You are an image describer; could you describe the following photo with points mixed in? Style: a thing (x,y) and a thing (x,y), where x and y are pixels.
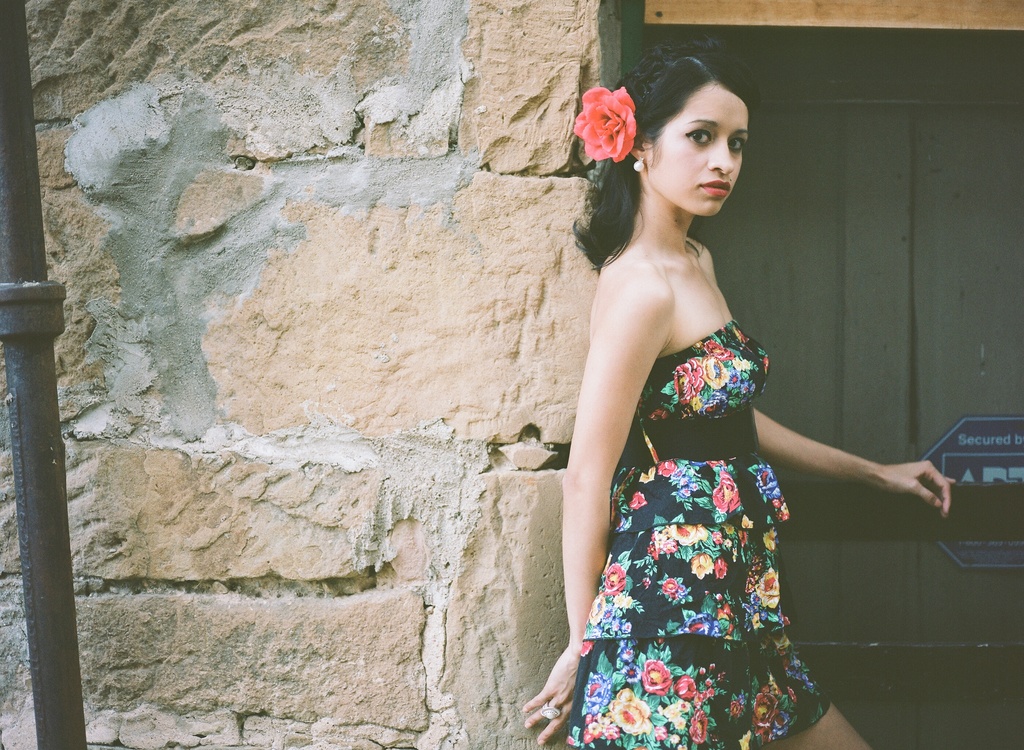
In this image we can see a woman (599,525) standing near the wall (392,259), beside her there is a wooden object (942,265) which looks like a door (986,371) and a board (1006,464) attached to it.
